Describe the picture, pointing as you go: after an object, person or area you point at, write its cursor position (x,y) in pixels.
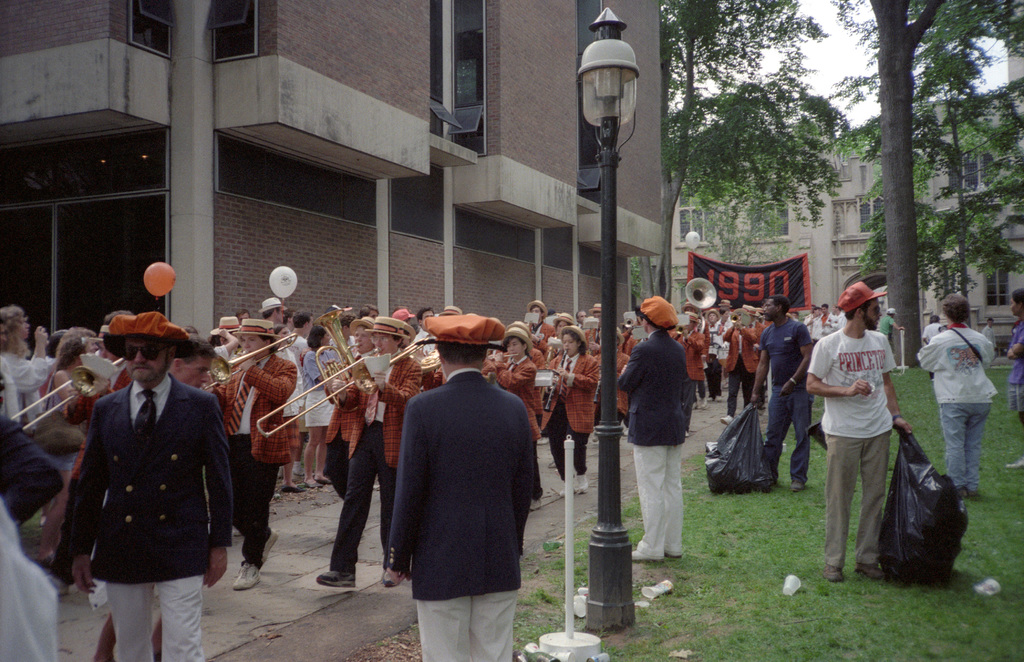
On the right side of the image (718,607) on the ground (733,602) there is grass (713,589) and also there are few plastic glasses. There are two men (801,438) holding black covers (938,490) in the hand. And also there is a pole (602,494) with lamp (625,87). And there are three men (640,389) wearing the same dresses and hats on their heads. In front of them on the road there are few people (752,307) with same dresses (406,379) and hats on their heads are walking. And they are playing musical instruments (423,369). And also there are holding a banner (708,263) in the hand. Behind them there are few people (91,341) and also there is a building (300,287) with walls (283,58) and windows (266,173). In the background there are trees (747,208) and also there is a building (702,200).
